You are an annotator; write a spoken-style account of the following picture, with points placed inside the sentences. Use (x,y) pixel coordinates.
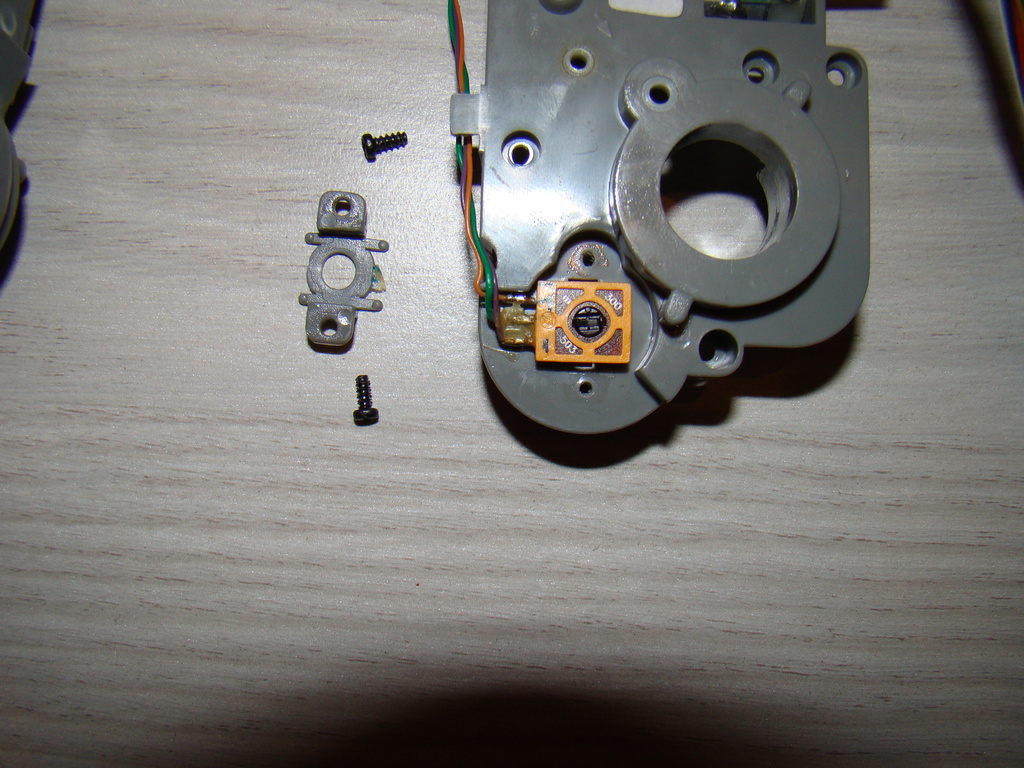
In this image I can see screws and some metal object (524,241) kept on the floor (171,273) and I can see some green and orange color objects (464,59) attached to the object (453,125).
